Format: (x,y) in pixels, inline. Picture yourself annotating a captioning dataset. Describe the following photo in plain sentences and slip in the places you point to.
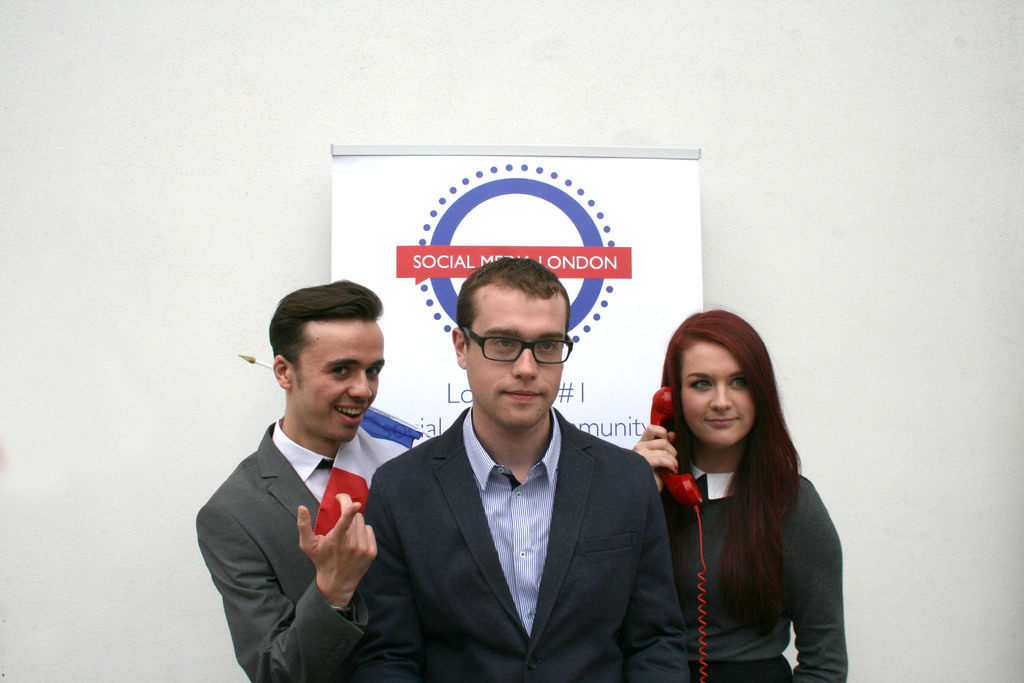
In this image I can see three persons (428,555) standing. In front (574,600) the person (561,602) is wearing black color blazer (558,563) and white and blue color shirt (547,537) and the person (709,551) at right (761,551) is holding the telephone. In the background (670,227) I can see the banner (563,248) in white color.
